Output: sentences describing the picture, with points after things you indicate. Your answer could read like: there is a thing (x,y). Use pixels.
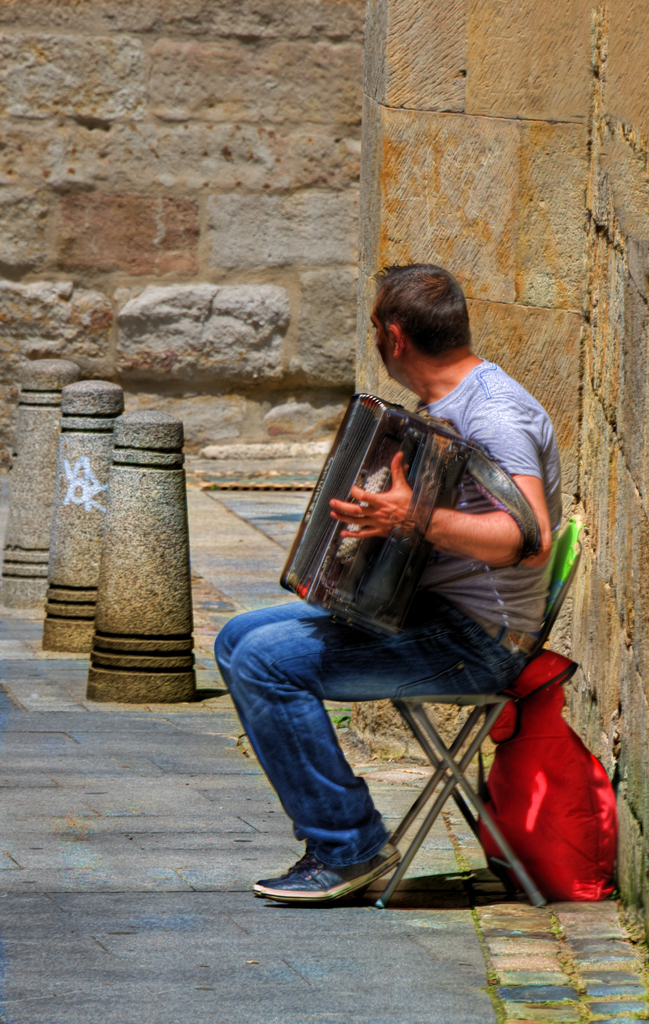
In this picture there is a man (447,335) who is sitting on the chair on the right side of the image (501,525), he is playing accordion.
